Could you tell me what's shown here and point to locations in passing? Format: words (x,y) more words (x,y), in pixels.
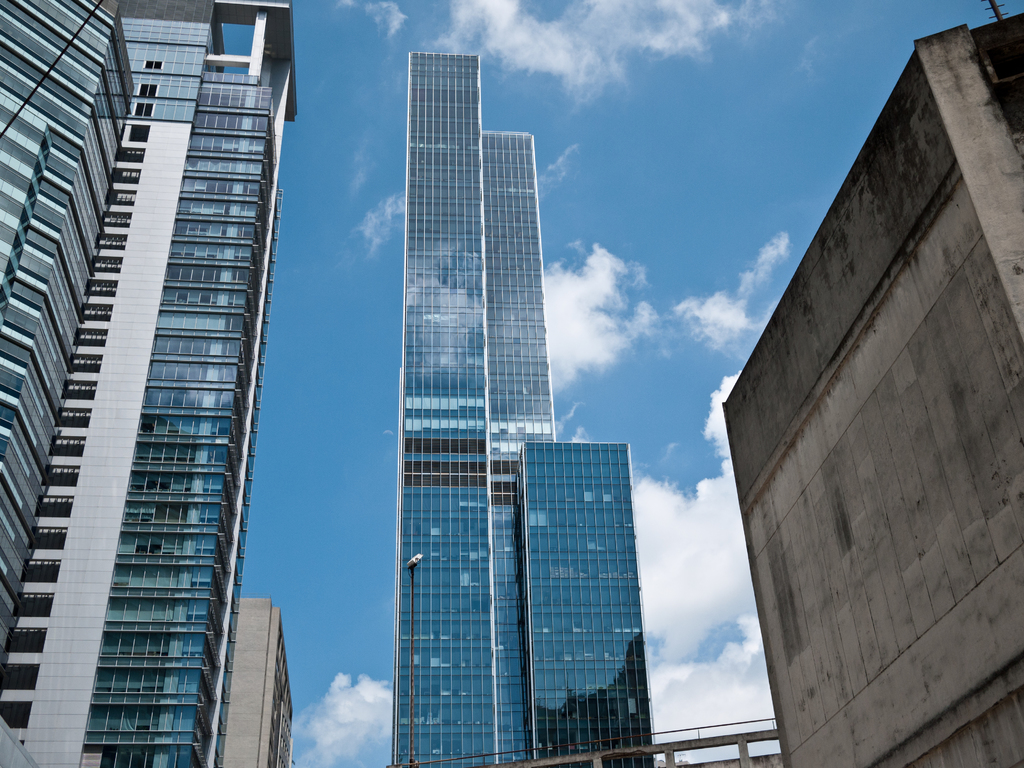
In this image there are huge buildings (206,262) on either side and in middle (492,434) there is a big building (515,352) with glasses (482,370), in the background (730,154) there is blue sky (394,237).
